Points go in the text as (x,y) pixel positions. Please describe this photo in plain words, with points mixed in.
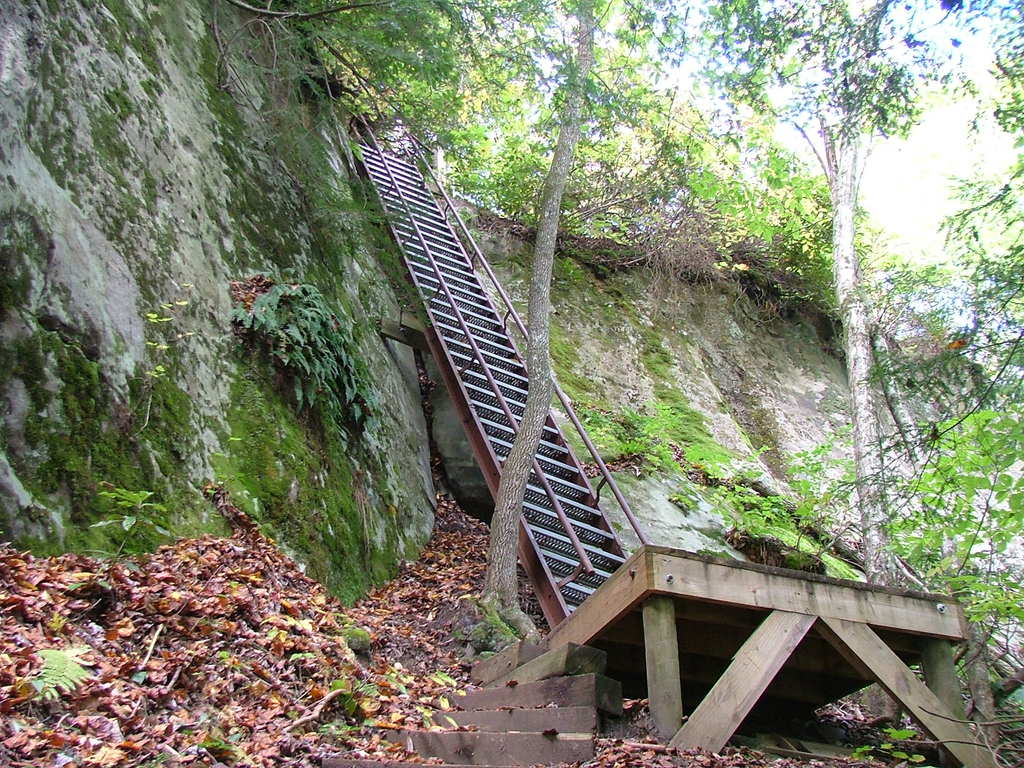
In this image I can see the dried leaves (317,668). I can also see wooden object (581,621), stairs (538,558) and the railing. To the side of the stairs (452,359) I can see the rock (184,379). In the background (586,135) I can see many trees (767,140) and the sky (866,172).
